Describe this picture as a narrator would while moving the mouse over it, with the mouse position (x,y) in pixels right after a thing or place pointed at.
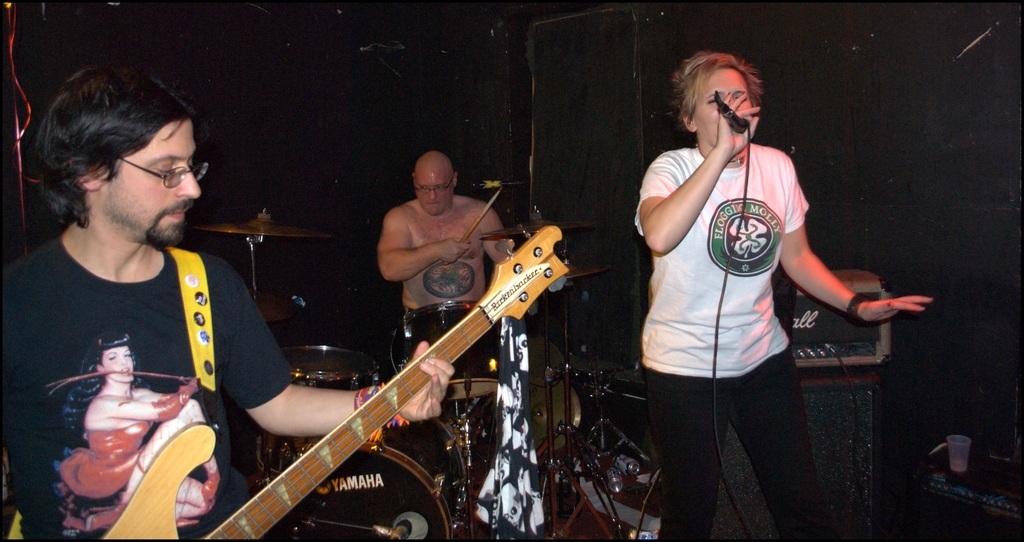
In the image there are three people (388,220) playing their musical instruments (444,416). On right side (713,184) there is a man (696,199) who is holding microphone (742,127) and singing. On left side (210,304) there is a man (183,374) who is holding guitar (206,452) and playing it in middle (422,221) there is a man (415,210) who is playing his musical instrument (360,363).
